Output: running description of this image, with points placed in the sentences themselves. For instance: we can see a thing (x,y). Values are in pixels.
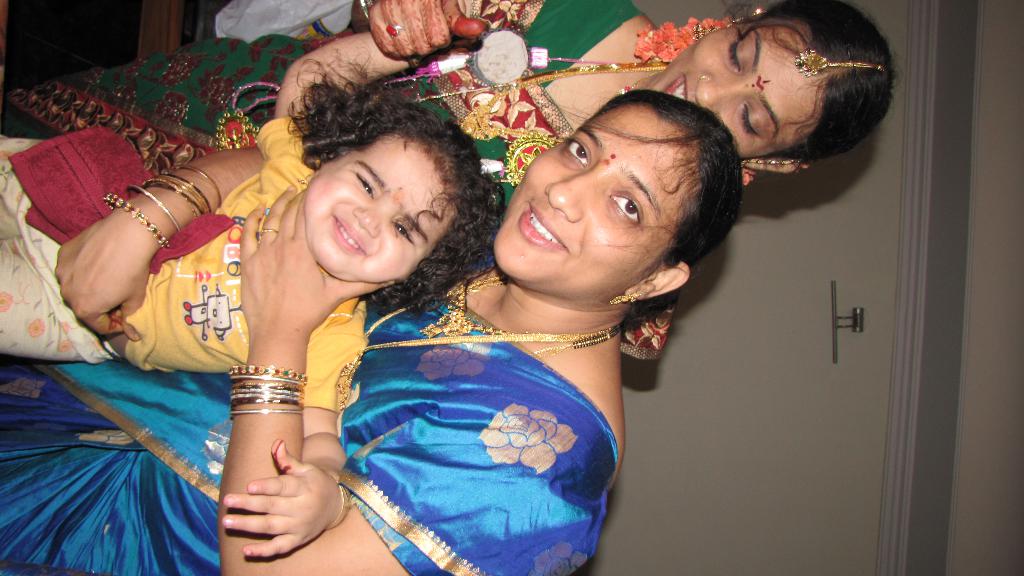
In this image I can see two women (462,395) and a girl (212,315). I can see both of them are wearing saree (511,500) and here I can see she is wearing yellow dress (191,323). I can also see maroon colour cloth (74,202) and I can see smile on few faces (531,232).
